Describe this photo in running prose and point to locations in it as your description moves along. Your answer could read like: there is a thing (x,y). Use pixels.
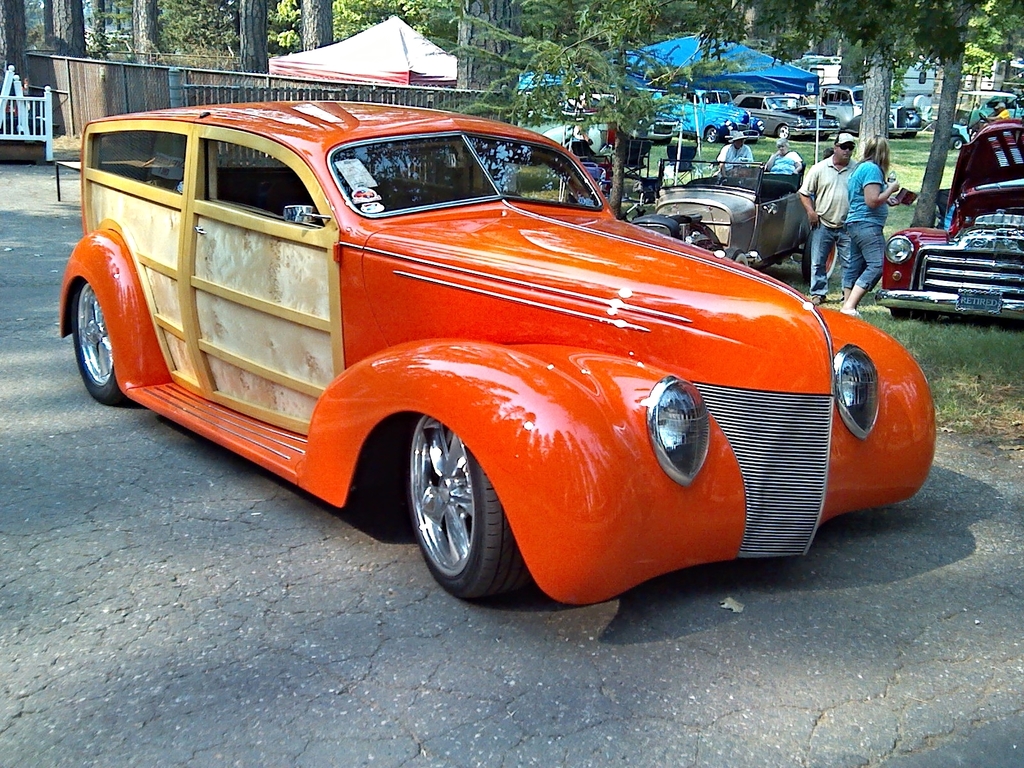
In front of the image there is a car (364,325), behind the car (509,252) there are a few cars (799,131) parked on the grass surface (824,143) and there are a few people (830,204) around it, in the background of the image (377,66) there are tents (328,55) and trees (495,101).
